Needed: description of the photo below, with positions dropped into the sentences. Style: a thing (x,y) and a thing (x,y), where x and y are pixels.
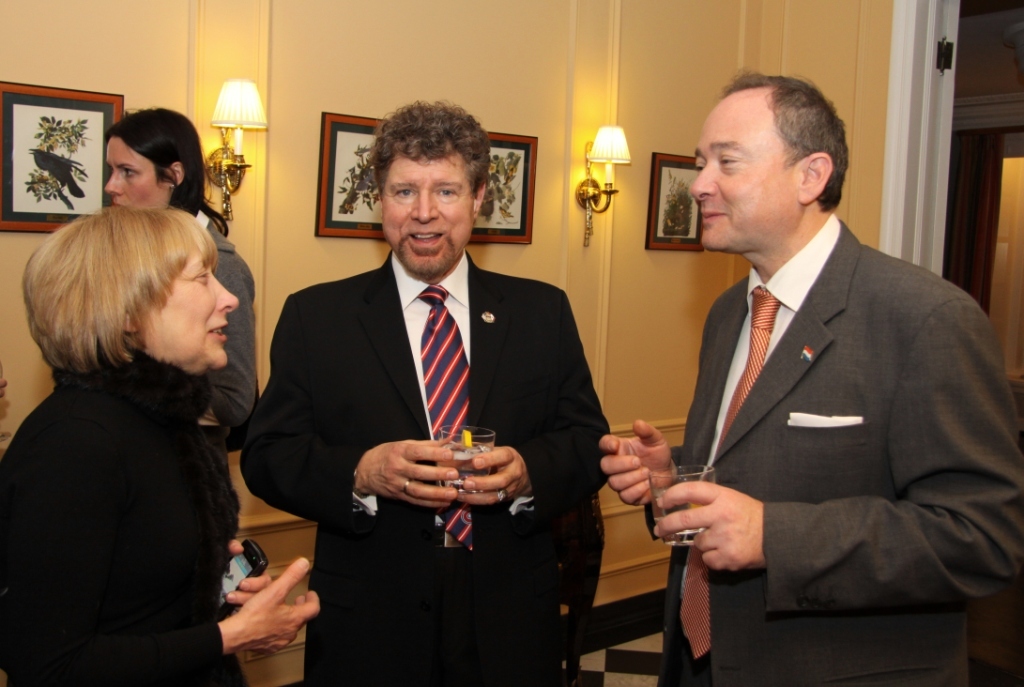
There are two women (171,330) and two men (478,386). Men (695,456) are holding glasses (458,439). Woman (149,478) on the left side (166,503) is holding a mobile (240,568). In the back (389,35) there is a wall (244,53) with photo frames (326,115) and lamps (606,152).
